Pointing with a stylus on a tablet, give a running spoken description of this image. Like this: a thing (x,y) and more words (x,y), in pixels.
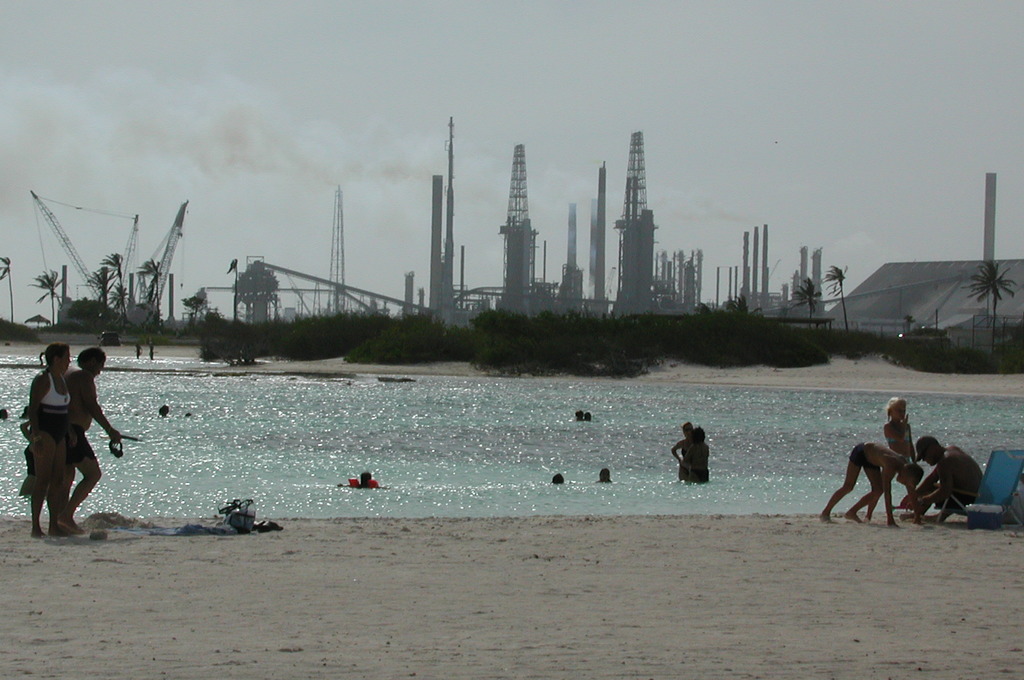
There is a beach (521,593) in the image, two persons (61,431) are walking, two persons (910,491) are sitting and playing and we can see a group of trees (635,337) and some people (701,450) are swimming in the water (583,427).
